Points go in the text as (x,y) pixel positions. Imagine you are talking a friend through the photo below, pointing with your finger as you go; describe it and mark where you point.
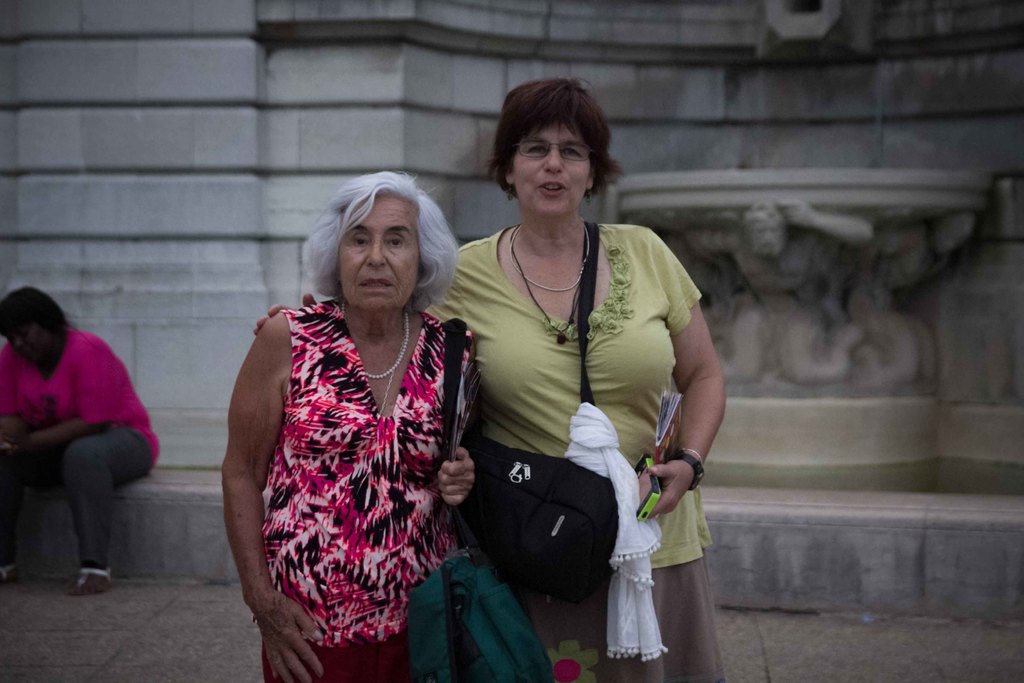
In this picture I can see that there are two people (431,424) standing here and they are wearing handbags (539,524) and holding some objects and in the background (51,486) there is the person (74,434) sitting here and there is a wall (308,125) in the backdrop (412,113).
